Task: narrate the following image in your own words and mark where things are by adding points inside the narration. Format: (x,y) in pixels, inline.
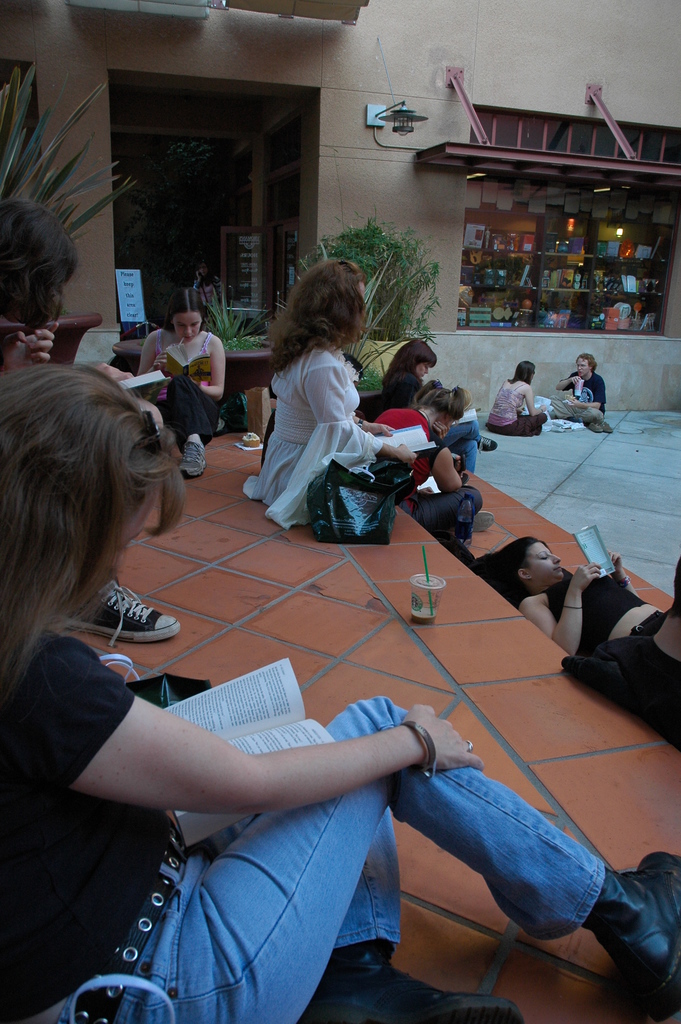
In the image we can see there are people (329,405) sitting and one is lying, they are wearing clothes (291,483) and shoes (110,601). Here we can see the books (598,537), plants (387,319) and floor (383,565). It looks like the building (445,94) and the shop (511,264).
